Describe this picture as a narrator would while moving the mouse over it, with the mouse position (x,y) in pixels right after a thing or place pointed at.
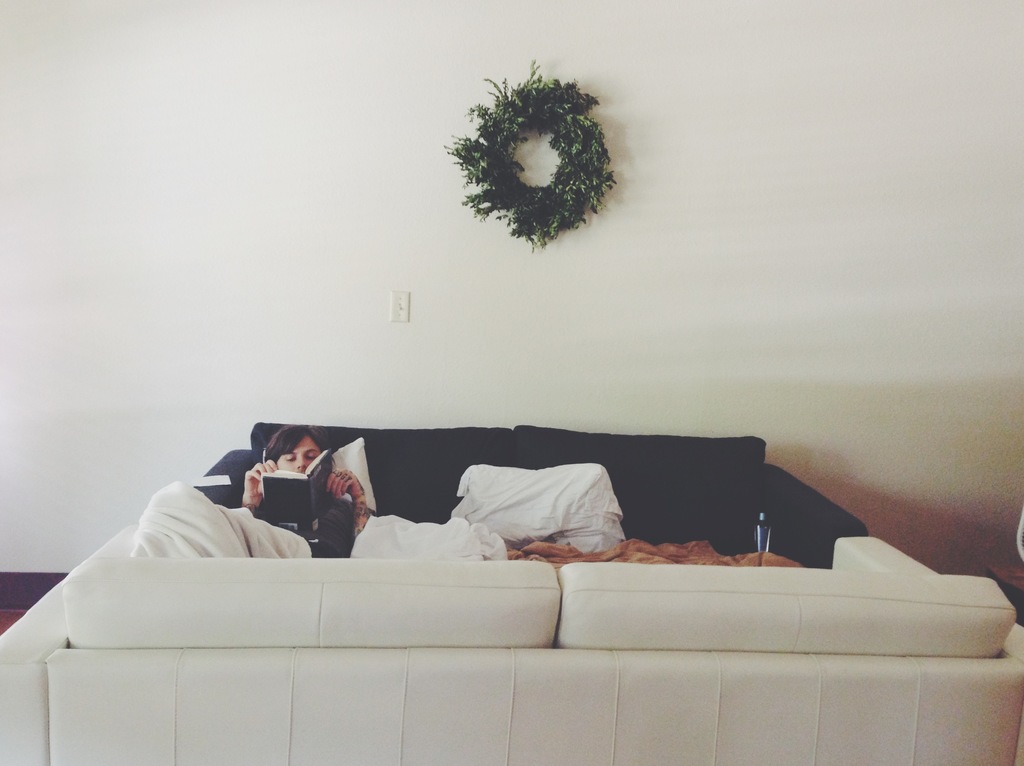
He is lying on bed (380,470). His reading book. We can see the background (654,224) is wall (651,210) and decoration plant (608,167).
